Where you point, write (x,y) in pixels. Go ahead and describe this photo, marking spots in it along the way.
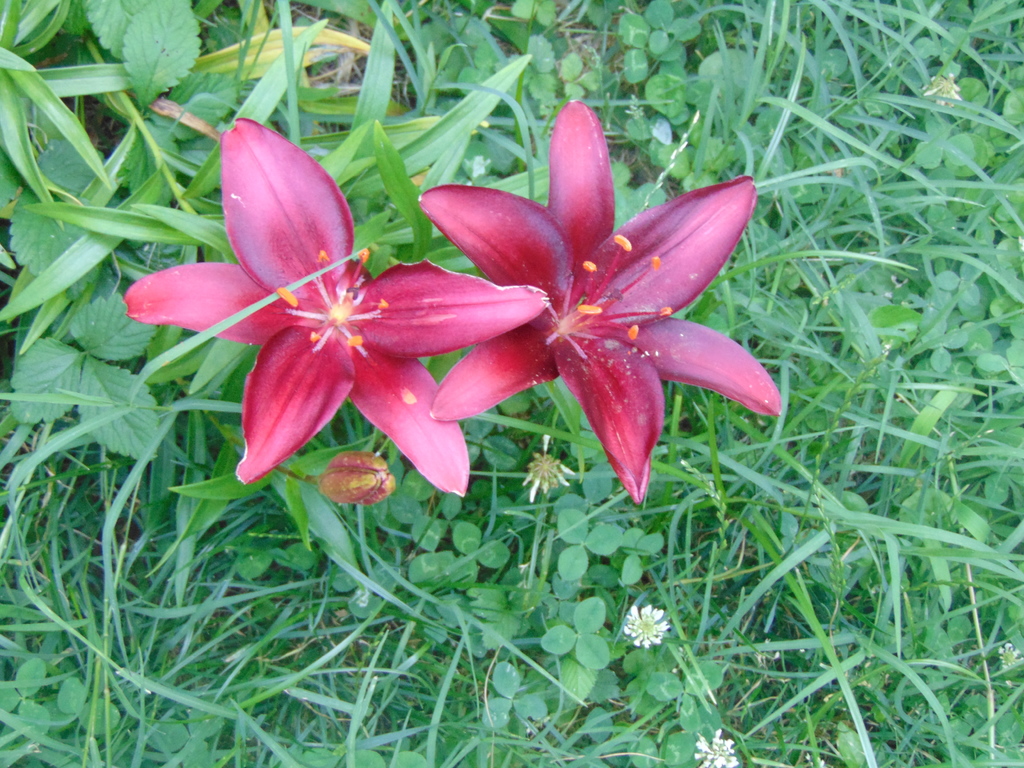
In this image I can see the flowers (440,307). I can see the grass (596,506).
